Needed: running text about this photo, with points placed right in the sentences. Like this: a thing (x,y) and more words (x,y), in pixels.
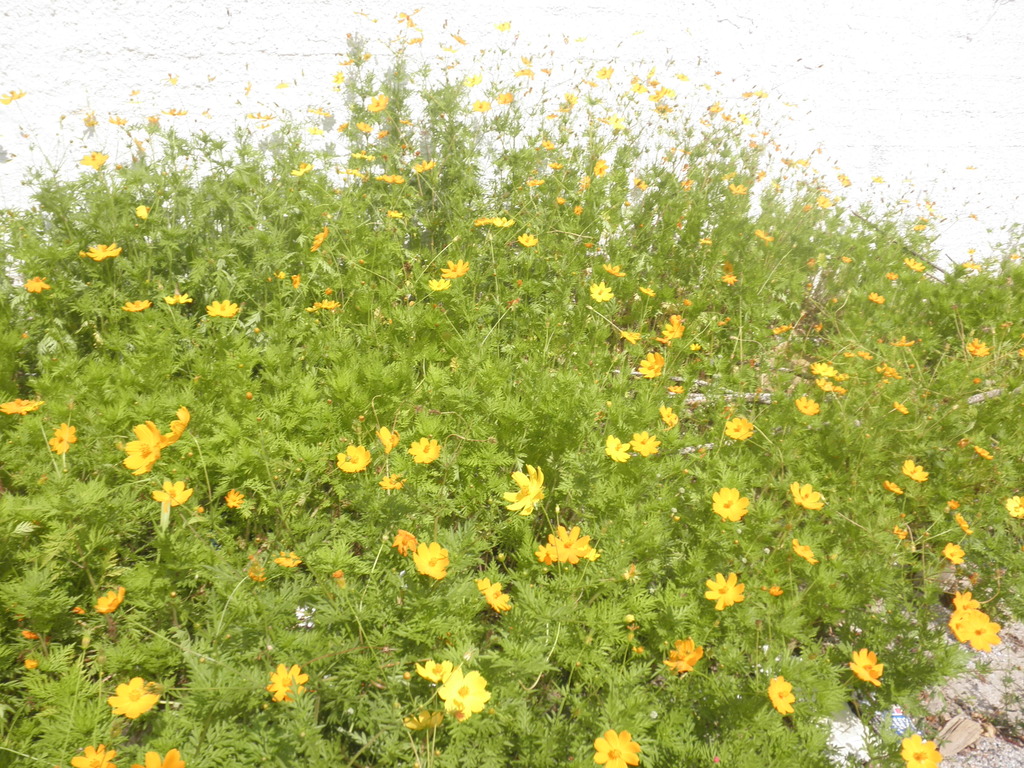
In this picture we can see plants (775,735) and flowers (794,543). In the background of the image (861,72) it is white.
